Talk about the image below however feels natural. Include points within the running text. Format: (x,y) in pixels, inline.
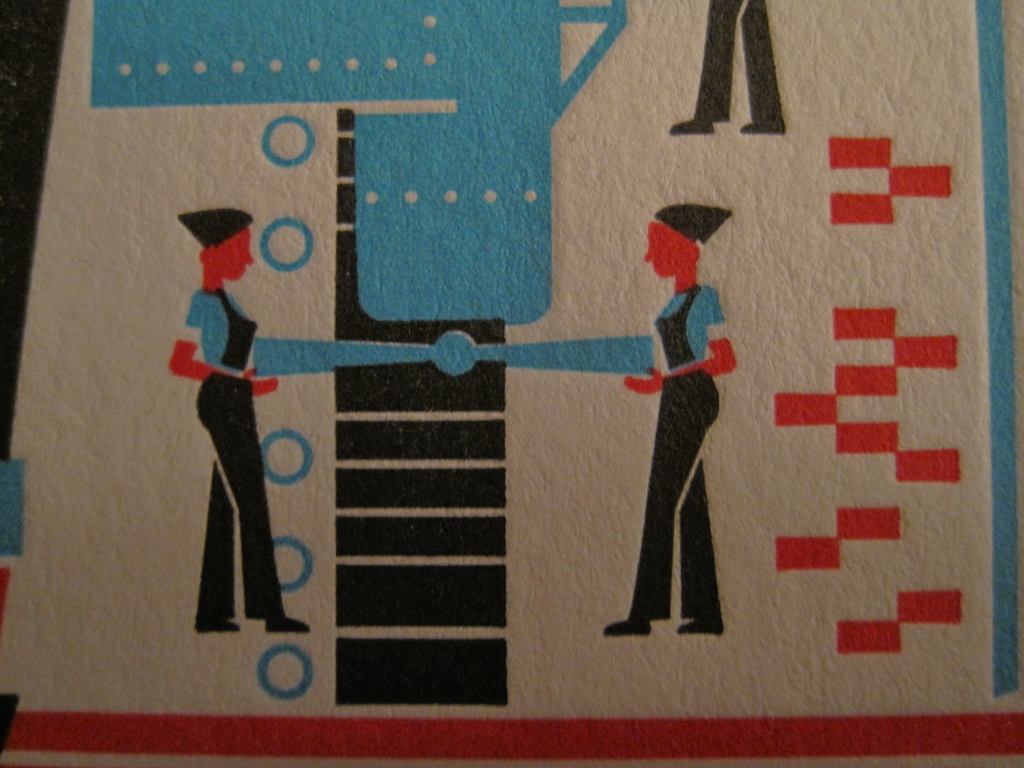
In this image I can see two cartoon persons (675,361) on the board (815,358). It is in white, blue, orange and black color.
